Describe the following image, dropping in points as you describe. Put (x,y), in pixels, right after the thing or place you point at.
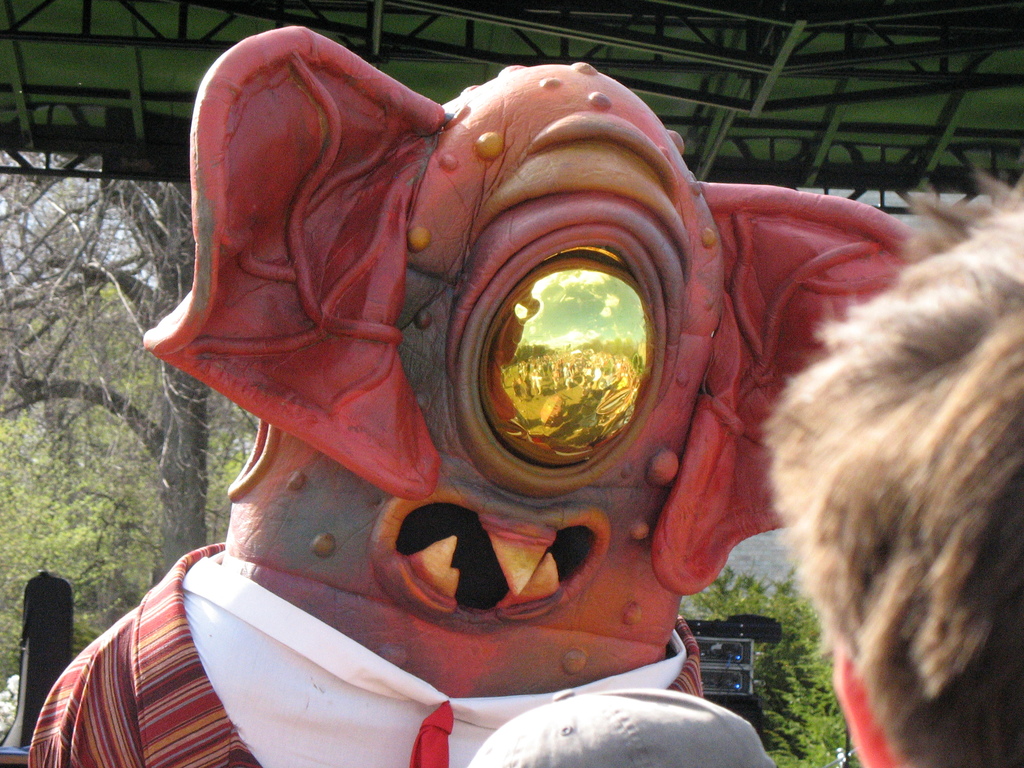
In this image I see the depiction of an alien (440,425) and I see the clothing (282,663) on it and I see a person's head (918,491) over here and I see the cap (730,734) over here. In the background (799,745) I see the trees (108,218) and the shed (407,52).
